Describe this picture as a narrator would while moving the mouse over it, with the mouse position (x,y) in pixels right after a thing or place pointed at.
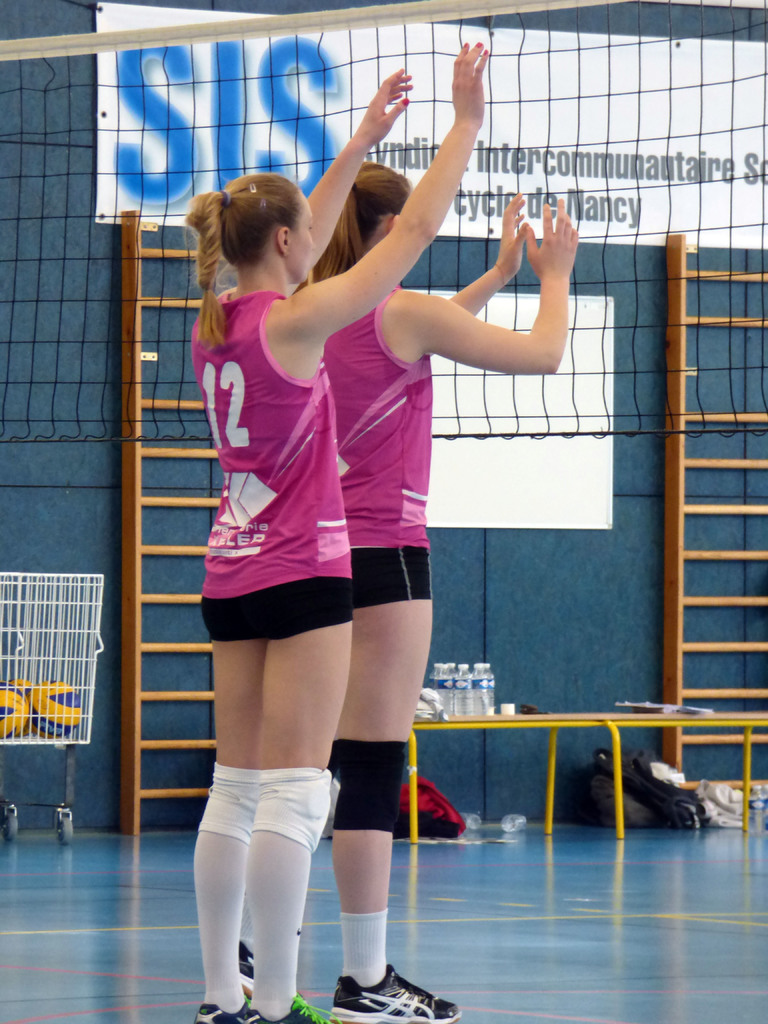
In this image we can see two women (308,653) standing on the floor (187,884). On the left side of the image (71,594) we can see balls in a cart (48,603). In the center of the image (488,679) we can see bottles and some objects (430,701) placed on the table (415,730). In the background (658,171), we can see a net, ladders (673,730), banner (654,160) with some text (658,171) and some bags (648,806) and bottles (758,810) placed on the floor (598,888).
